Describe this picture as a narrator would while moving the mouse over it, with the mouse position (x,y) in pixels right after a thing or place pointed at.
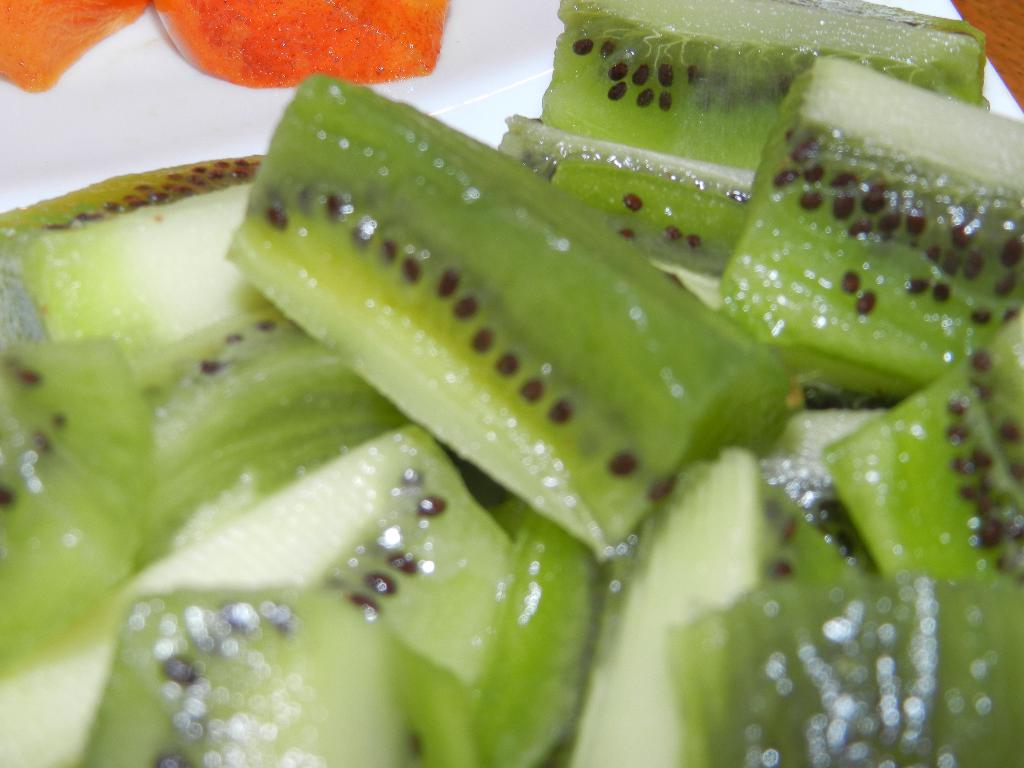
In this image we can see food items (541,173) on the white surface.
